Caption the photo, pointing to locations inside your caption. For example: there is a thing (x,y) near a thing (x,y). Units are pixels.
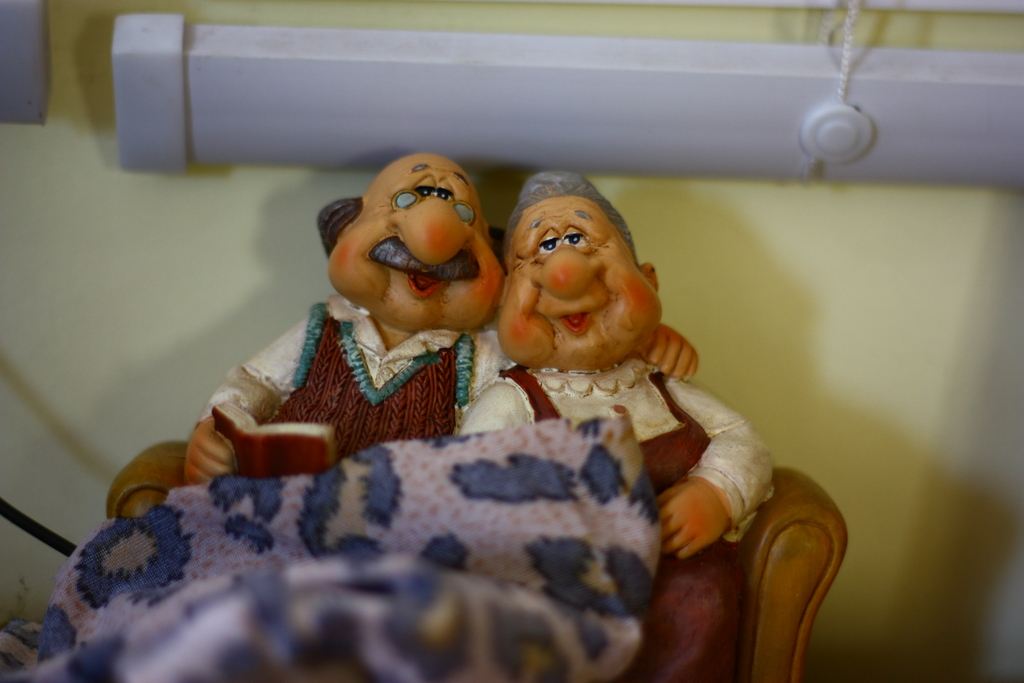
In this picture we can see there are toys (376,386) and a cloth (279,569). At the top of the image (639,74) there is a white object (646,93) and a thread (849,9).
